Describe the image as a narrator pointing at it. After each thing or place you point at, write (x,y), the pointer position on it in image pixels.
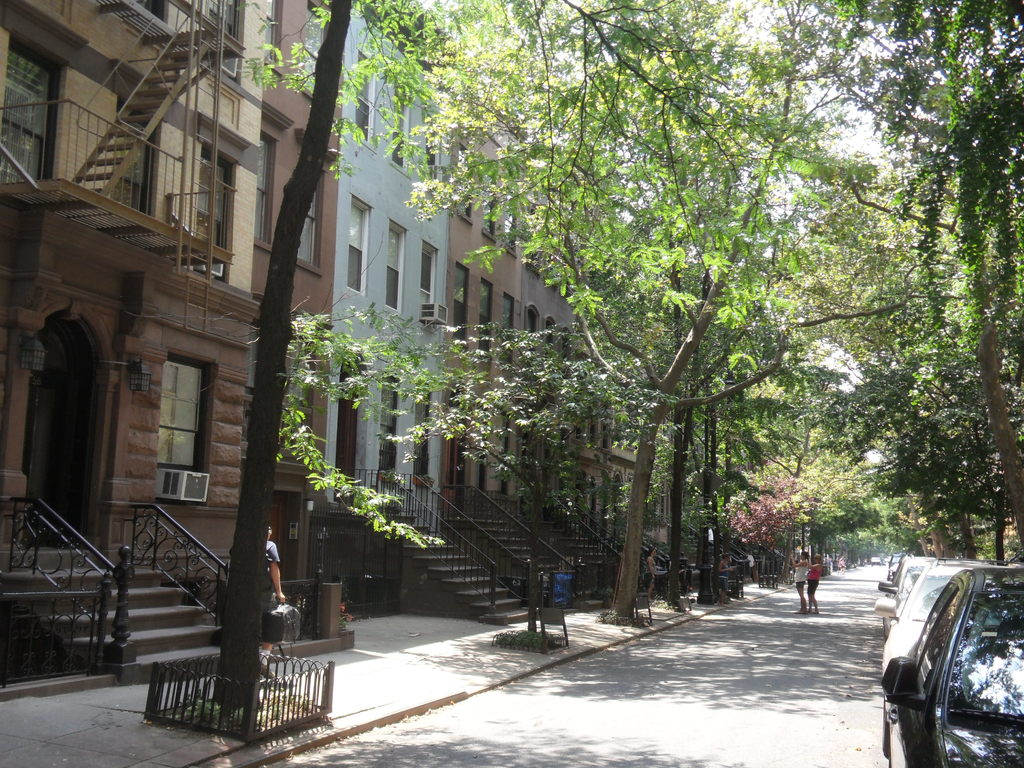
At the bottom of the image (907,599) on the road (871,601) there are cars (893,597). Beside the road (808,605) on the footpath (361,701) there are trees (660,380). And on the left side of the image (112,527) there are buildings (385,411) with walls (131,445), windows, arched (68,424), doors (55,417), steps (173,90) and railings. In the background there are many trees (589,313).
